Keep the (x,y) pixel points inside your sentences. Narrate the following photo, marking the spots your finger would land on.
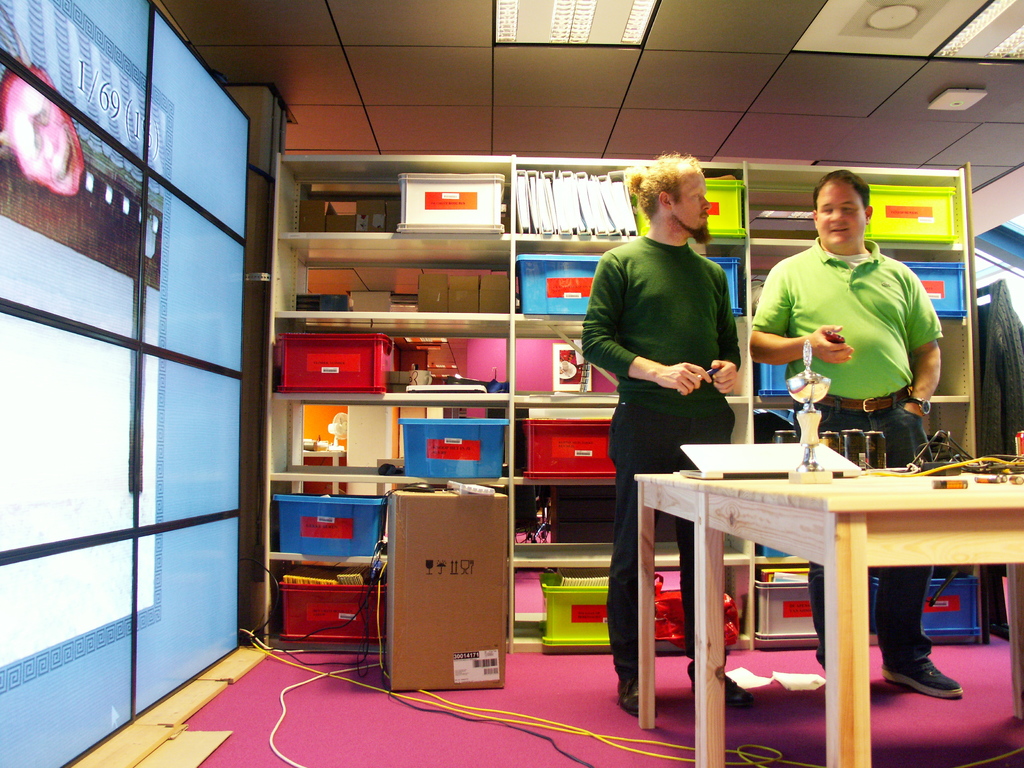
This picture is clicked in a room (664,162). There are 2 men (598,284) standing behind a table (1022,617) towards the right (914,372). A person (713,341) towards the left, he is wearing green t shirt (727,311) and black trousers (647,445), besides him there is another person (807,317) wearing green t shirt (791,297) and blue jeans (898,438) and holding a mobile (831,337). Behind him there is a cupboard (318,192) full of boxes (555,600). Towards the left corner (25,190) there is a display screen (219,157). In the top (387,113) there is a ceiling (483,48).
